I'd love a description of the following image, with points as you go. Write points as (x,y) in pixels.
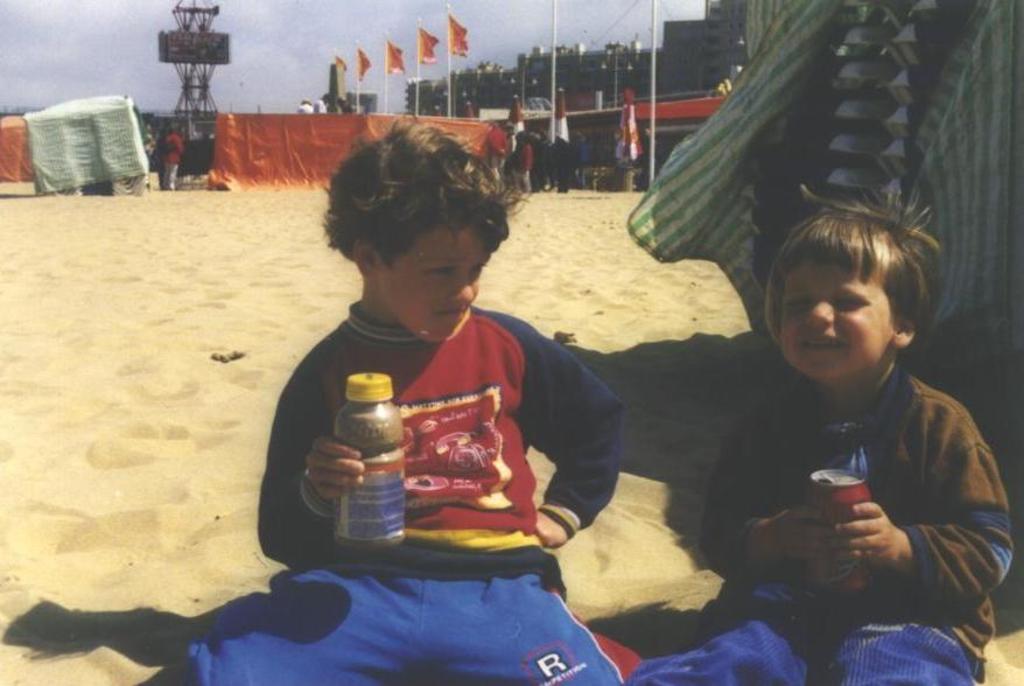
This is the picture of two boys (761,461) who are holding some bottles (374,457) and tins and sitting on the sand floor (124,372) and behind them there are some flags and some buildings (663,159) are there.
